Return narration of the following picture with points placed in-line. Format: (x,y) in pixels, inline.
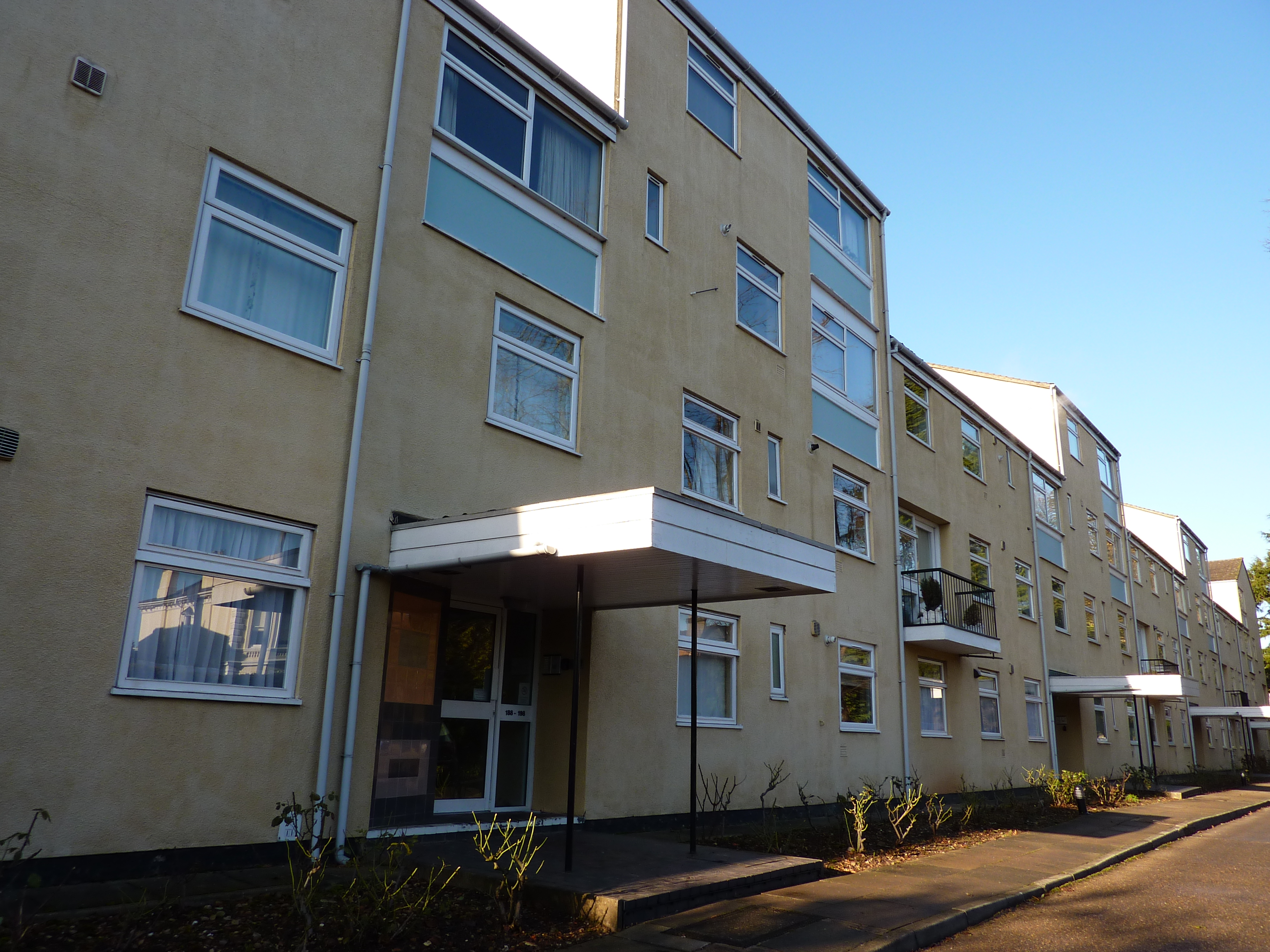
In this image I can see road (1241,869), plants (1101,791) and number of buildings (723,651). I can also see a tree (1256,593) over here and in the background (1082,314) I can see the sky (1110,161).
